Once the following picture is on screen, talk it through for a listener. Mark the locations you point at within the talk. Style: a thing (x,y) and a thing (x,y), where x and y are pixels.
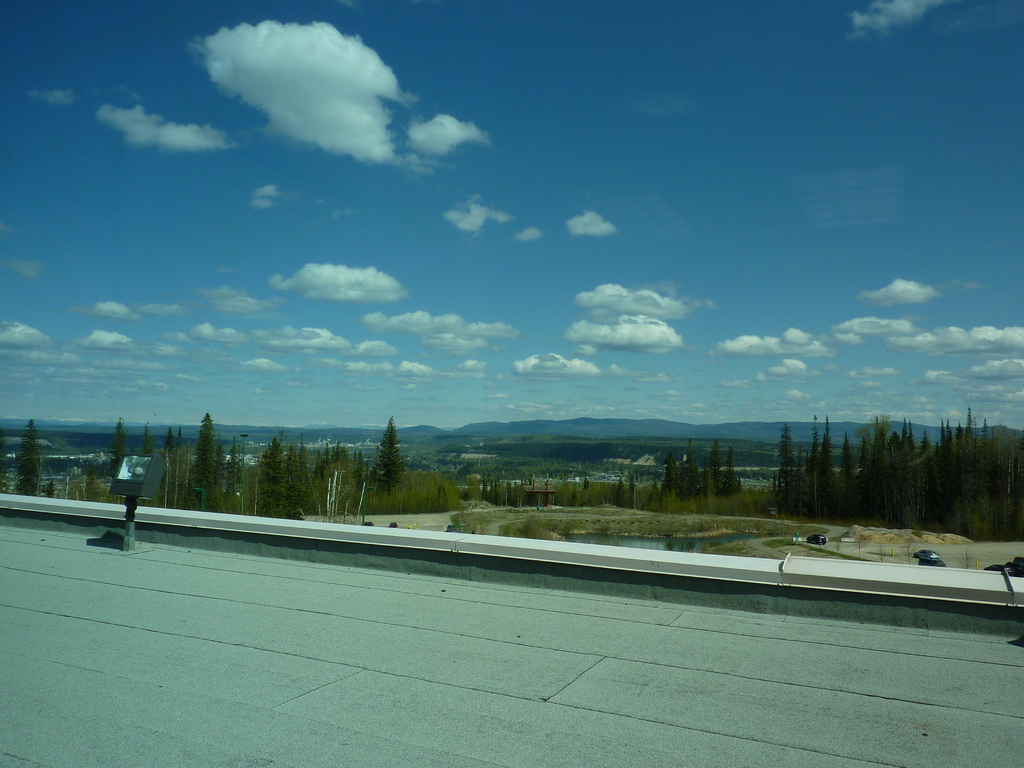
In this picture there are buildings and trees (976,494) in the center of the image (496,453) and there is sky (483,196) at the top side of the image (406,180).
